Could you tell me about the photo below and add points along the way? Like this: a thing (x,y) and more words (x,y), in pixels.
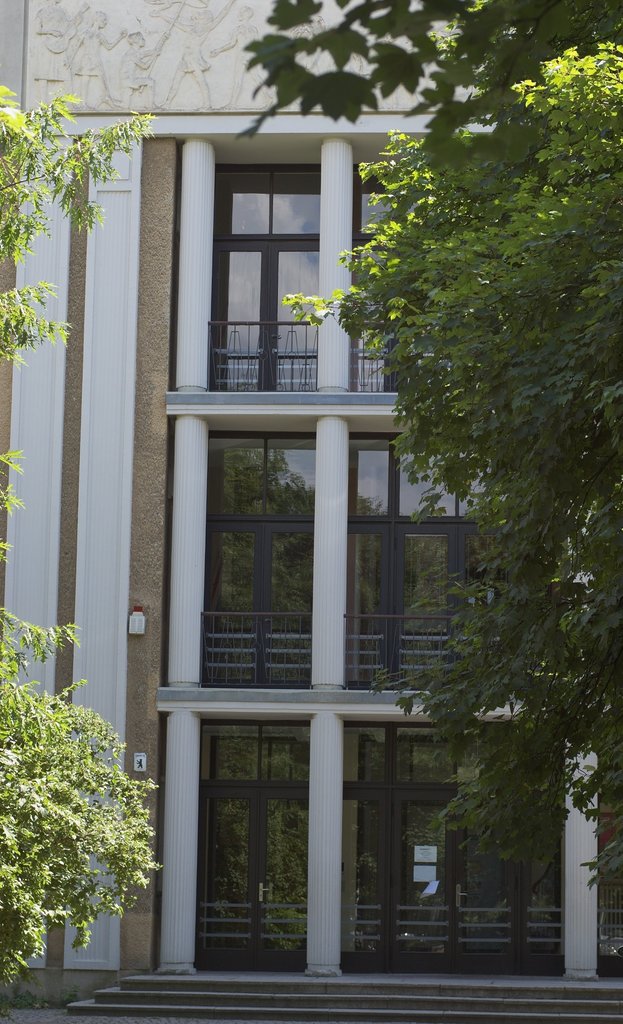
This image consists of a building (269,753). There are doors (276,570) and balconies (279,416). There are trees (471,210) on the left side (62,827) and right side (479,418).
